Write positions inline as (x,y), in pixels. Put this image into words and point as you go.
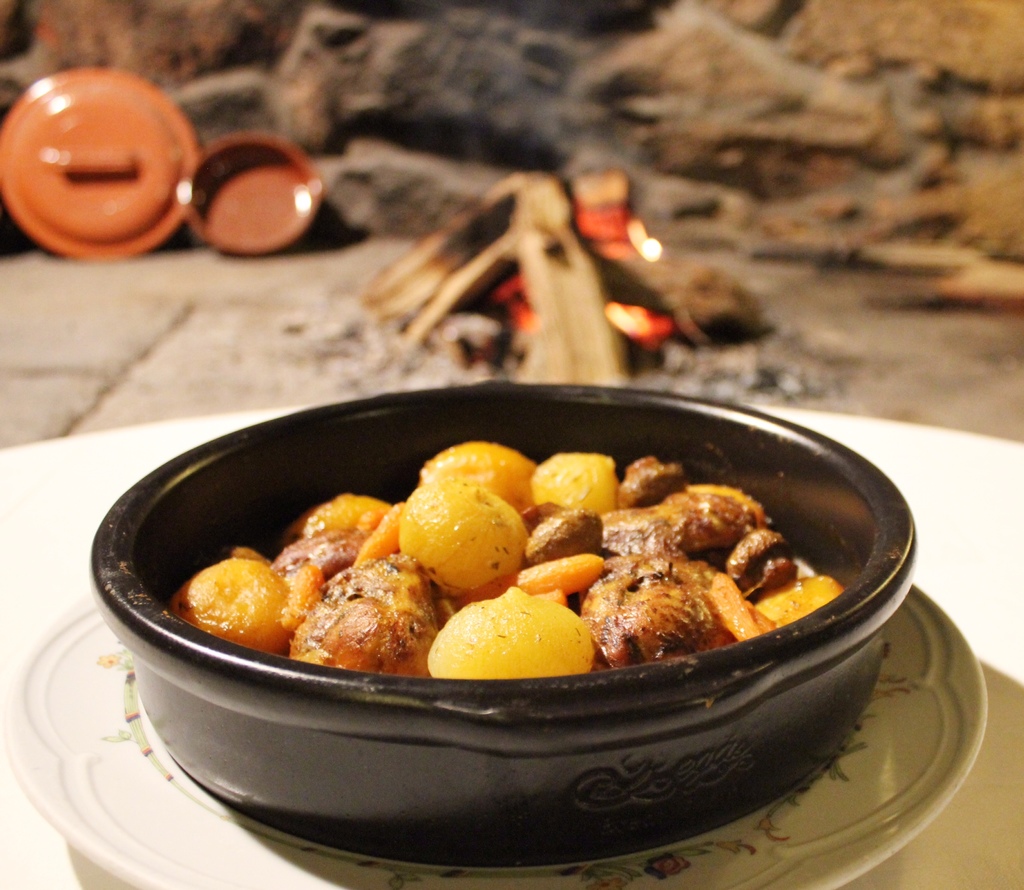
In this image I can see a white colored table (70,469) and on it I can see a white colored plate (53,659). On the plate (79,803) I can see a black colored bowl (408,796) with a food item (480,666) in it. In the background (595,211) I can see few wooden logs (572,251), the fire (634,313) and few other objects (182,164).
